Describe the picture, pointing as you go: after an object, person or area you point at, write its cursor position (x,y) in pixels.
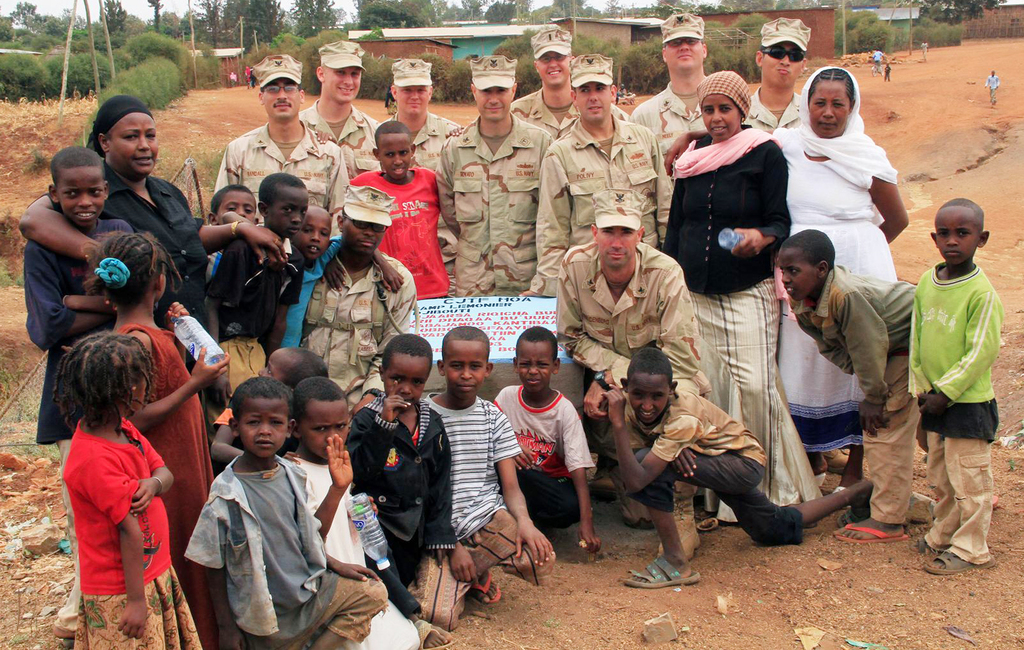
In this image I can see group of people (251,175), some are standing and some are sitting. Background (172,78) I can see few other persons (888,65) walking, buildings (405,33), and trees (107,75) in green color and sky (148,6) in white color.
